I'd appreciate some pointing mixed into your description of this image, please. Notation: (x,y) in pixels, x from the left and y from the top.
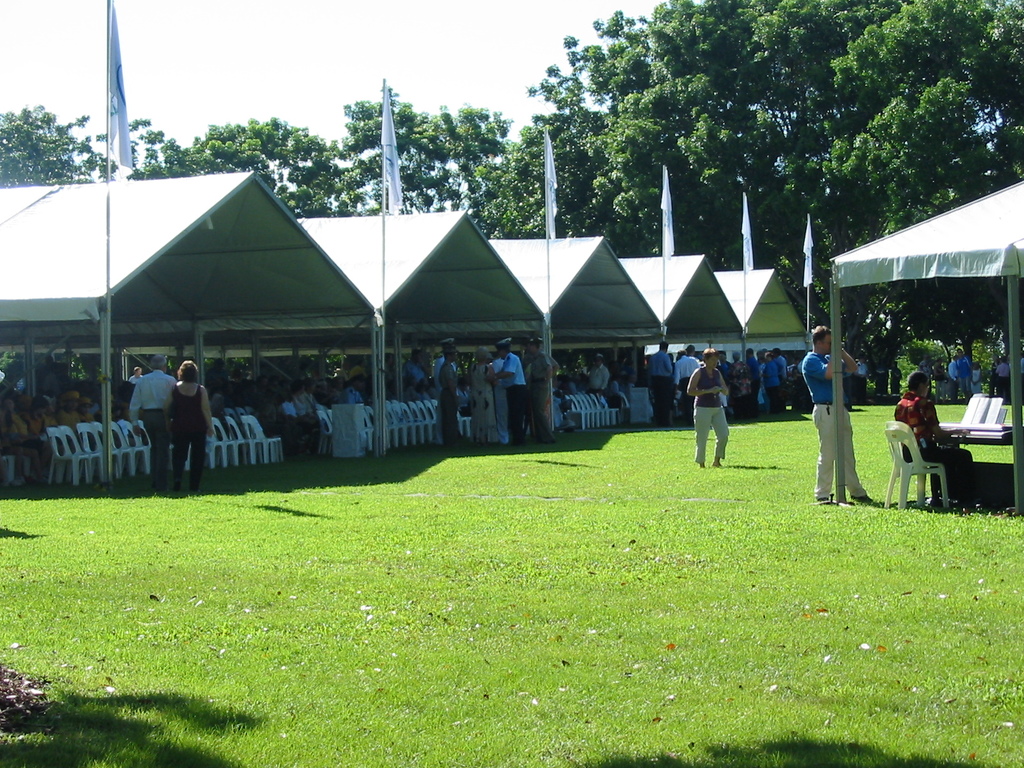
This picture is clicked outside. On the right (934,489) we can see a person (952,433) sitting on the chair (894,445) and we can see there are some objects (995,420) placed on the top of the table (979,434) and we can see the tents (537,292), flags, white color chairs (232,439), group of persons (523,403), green grass (583,537), metal rods (104,444) and some other objects (338,412). In the background (408,43) we can see the sky (252,40) and the trees (839,139).
